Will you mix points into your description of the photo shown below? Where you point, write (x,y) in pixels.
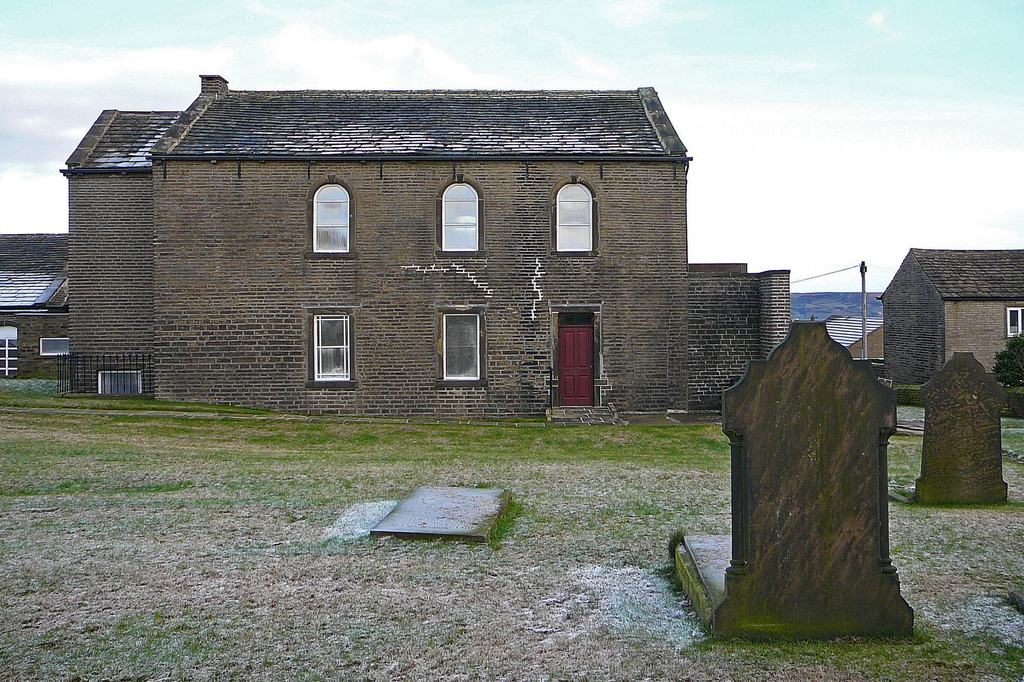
In this picture we can see houses (321,317), windows (470,207) and rooftops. We can see a door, railing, pole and a wire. In the background (18,165) we can see the sky (18,165). At the bottom portion of the picture (447,634) we can see tombstones (998,496) on the grass (403,546).
